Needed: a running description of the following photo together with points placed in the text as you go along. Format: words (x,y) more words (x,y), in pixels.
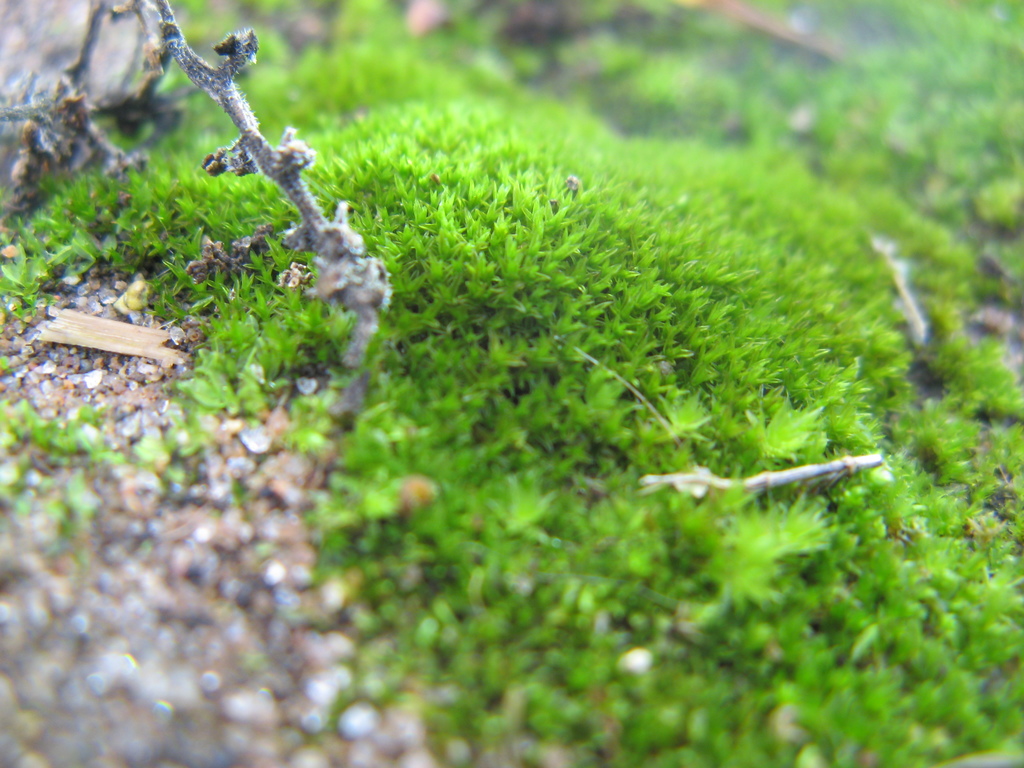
In this picture I can see grass (652,361) and looks like a rock (106,86) on the top left corner of the picture (94,66) and I can see blurry background (772,40).
